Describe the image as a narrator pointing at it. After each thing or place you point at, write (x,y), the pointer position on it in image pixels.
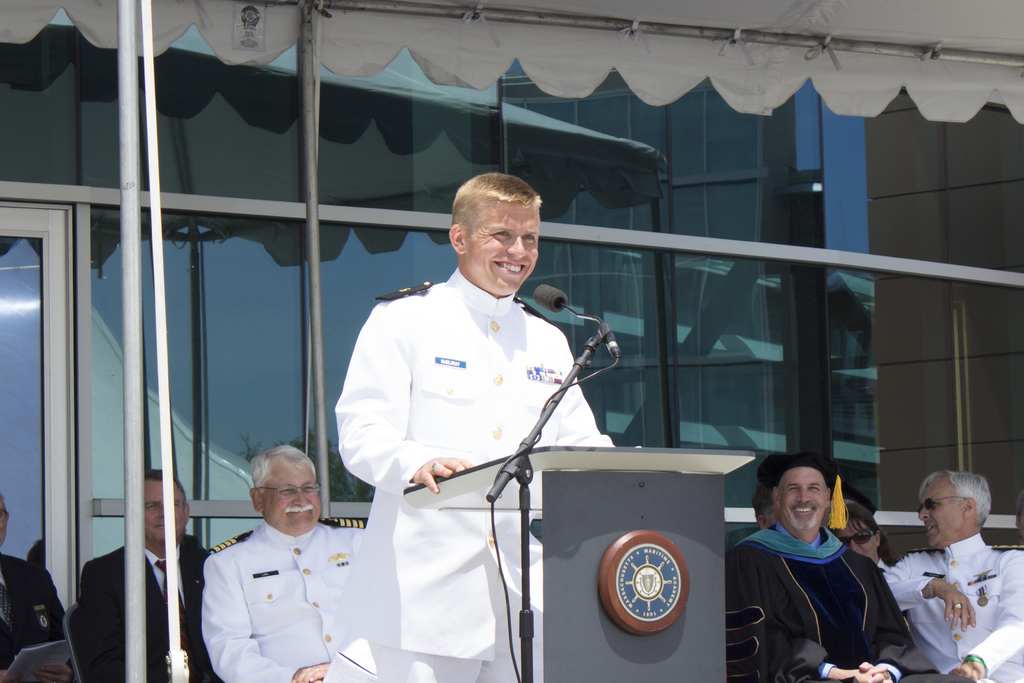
In this image we can see this person (374,384) wearing white uniform (423,335) is standing near the podium (592,503) and smiling where mic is kept to the stand (523,468). Here we can see these persons (967,556) are sitting on the chairs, we can see the tents (493,5) and the glass building (258,271) in the background (808,238).
